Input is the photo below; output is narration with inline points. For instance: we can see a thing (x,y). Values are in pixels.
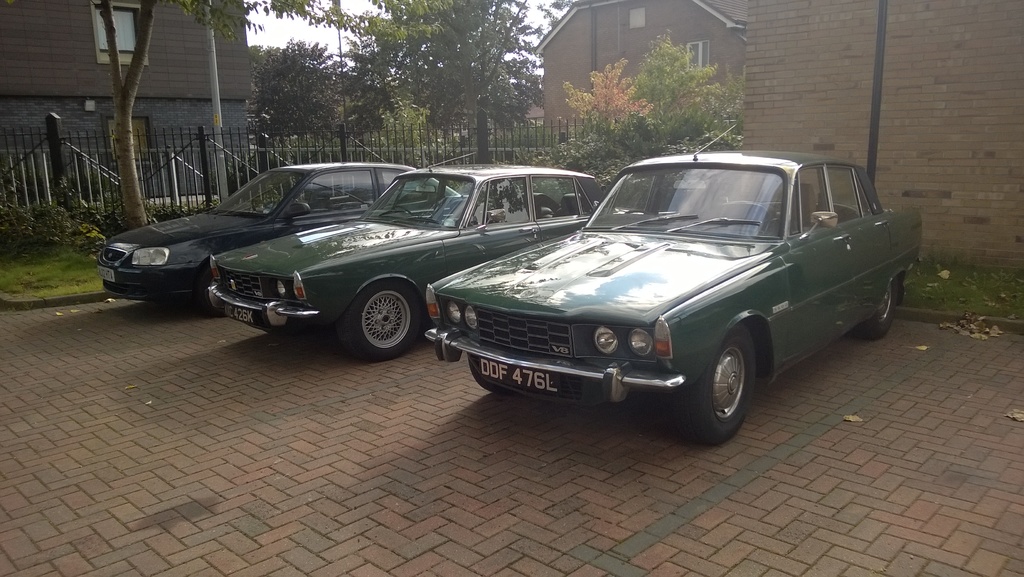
This is an outside view. Here I can see three cars (402,279) on the ground (213,475). On the left side (73,280) there is a fencing (176,153) and I can see grass (43,271) on the ground (43,271). In the background (406,71) there are some trees (515,69) and buildings (706,41) and also I can see few poles (214,109). At the top of the image (301,27) I can see the sky (272,33).
